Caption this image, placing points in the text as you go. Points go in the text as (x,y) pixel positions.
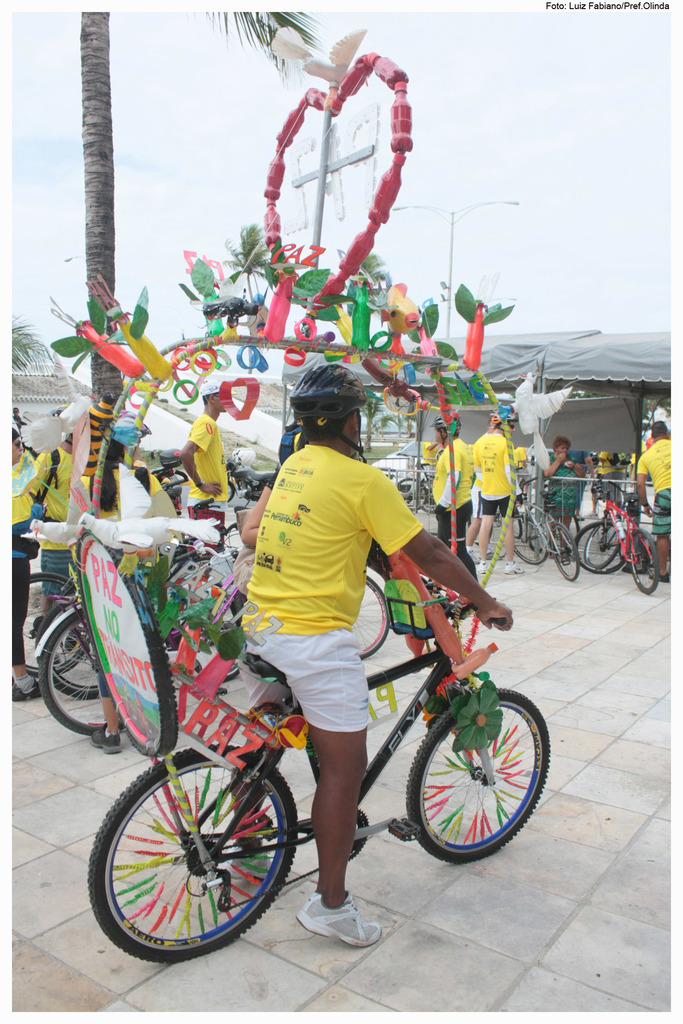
In this image we can see there are people (508,421) and bicycles (490,654). There are poles (291,343) and tents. There is a tree (108,165). In the background (526,215) we can see the sky (586,168).
